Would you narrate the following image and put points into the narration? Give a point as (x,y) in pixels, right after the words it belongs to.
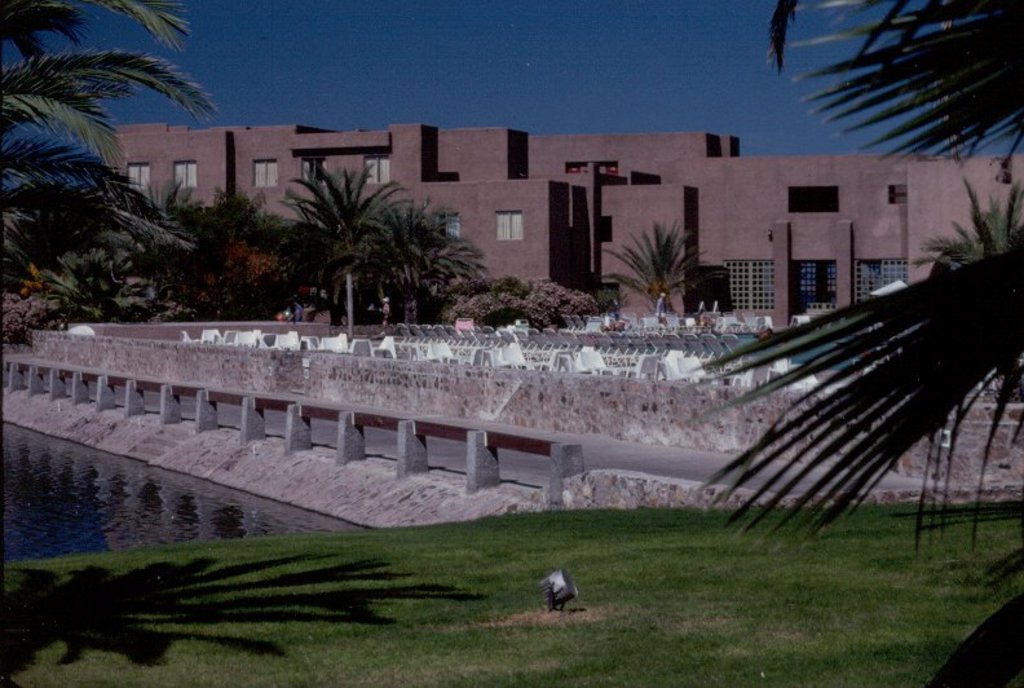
In this image, we can see some trees (32,267) and chairs (532,346). There is a lake (85,492) on the left side of the image (58,452). There is a building (449,185) in the middle of the image (627,272). There is a sky (519,63) at the top of the image (740,132). There are leaves (976,394) on the right side of the image (981,364). There is a light (566,593) at the bottom of the image (556,586).
